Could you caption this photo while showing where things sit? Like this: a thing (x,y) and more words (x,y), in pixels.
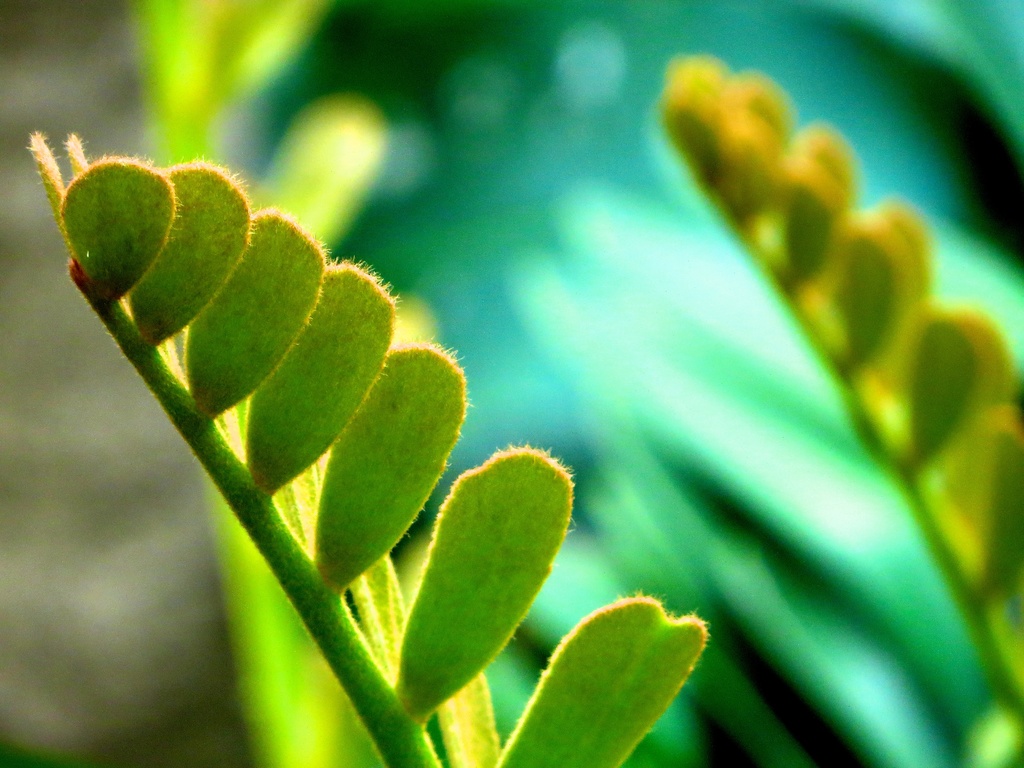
This image is taken outdoors. In this image the background (140,681) is a little blurred. In the middle of the image (381,509) there is a plant (463,528) with green leaves (181,301).
